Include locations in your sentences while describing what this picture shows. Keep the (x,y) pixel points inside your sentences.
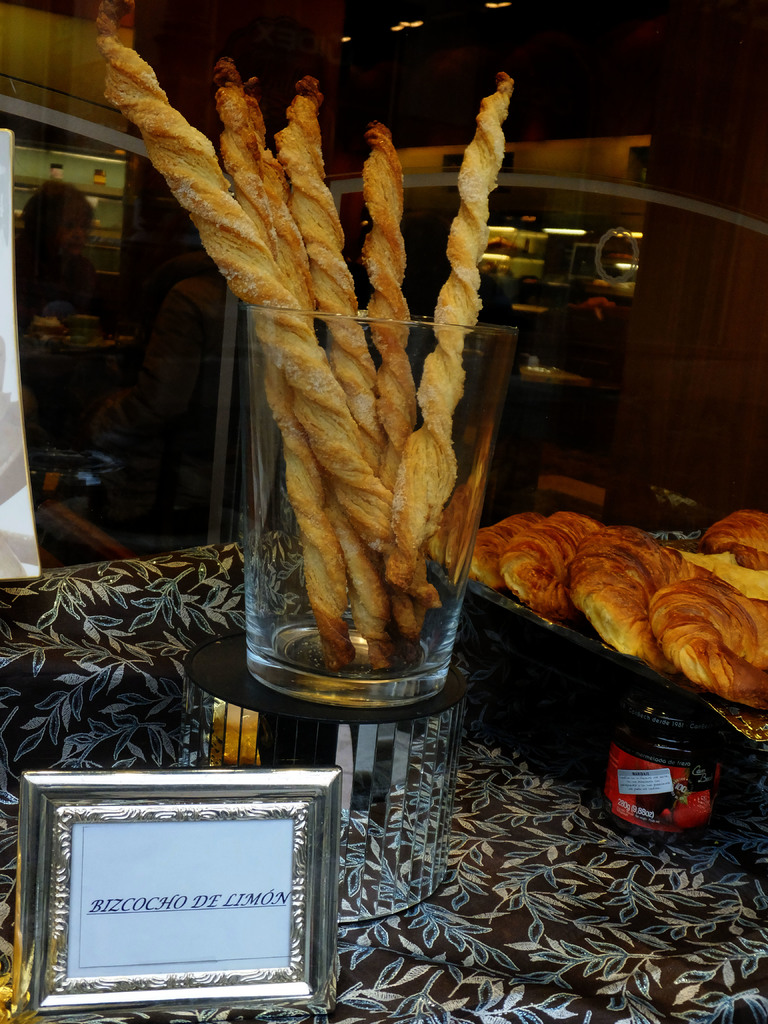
This image is taken indoors. At the bottom of the image (526,951) there is a table (502,791) with a table cloth (509,892), a tray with puffs (680,607), a glass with churros (308,285) and a board (234,848) with text (189,899) on it. In the background (724,278) there is a wall (738,310) and there are a few things (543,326). At the top of the image (512,21) there is a ceiling (529,52).
